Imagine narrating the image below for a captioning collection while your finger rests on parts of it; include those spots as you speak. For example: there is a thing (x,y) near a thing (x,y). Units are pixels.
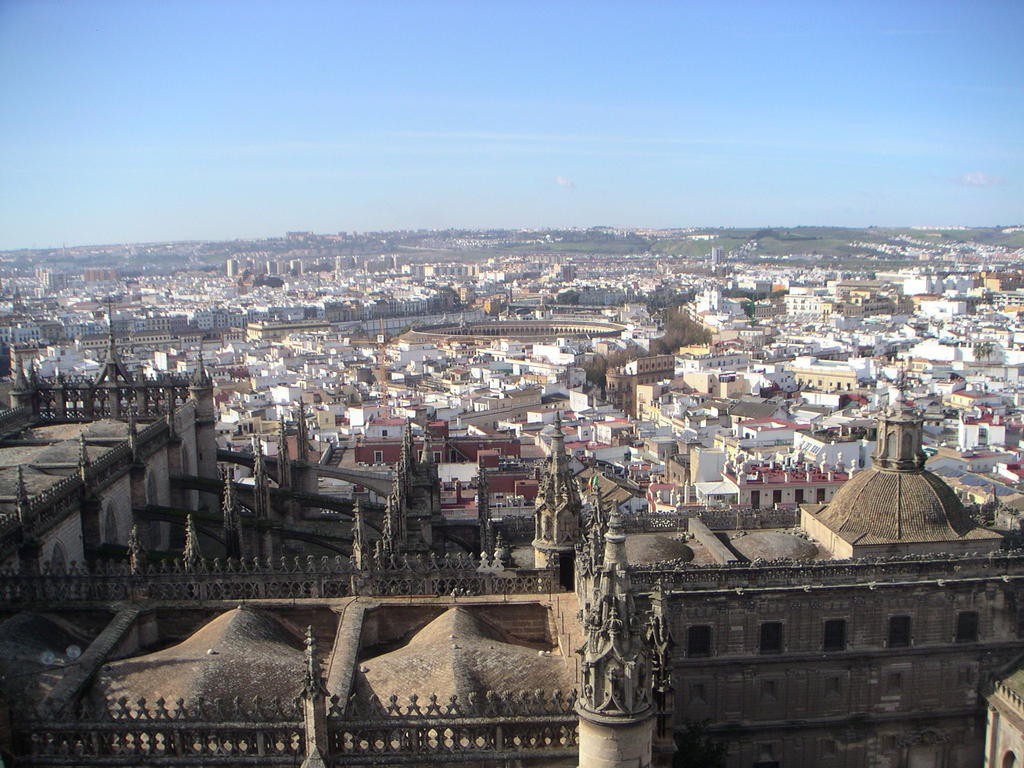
In this picture we can see there are buildings (540,344), trees (673,332) and an ancient architecture (232,635). At the top of the image (445,86) there is the sky (441,97).
